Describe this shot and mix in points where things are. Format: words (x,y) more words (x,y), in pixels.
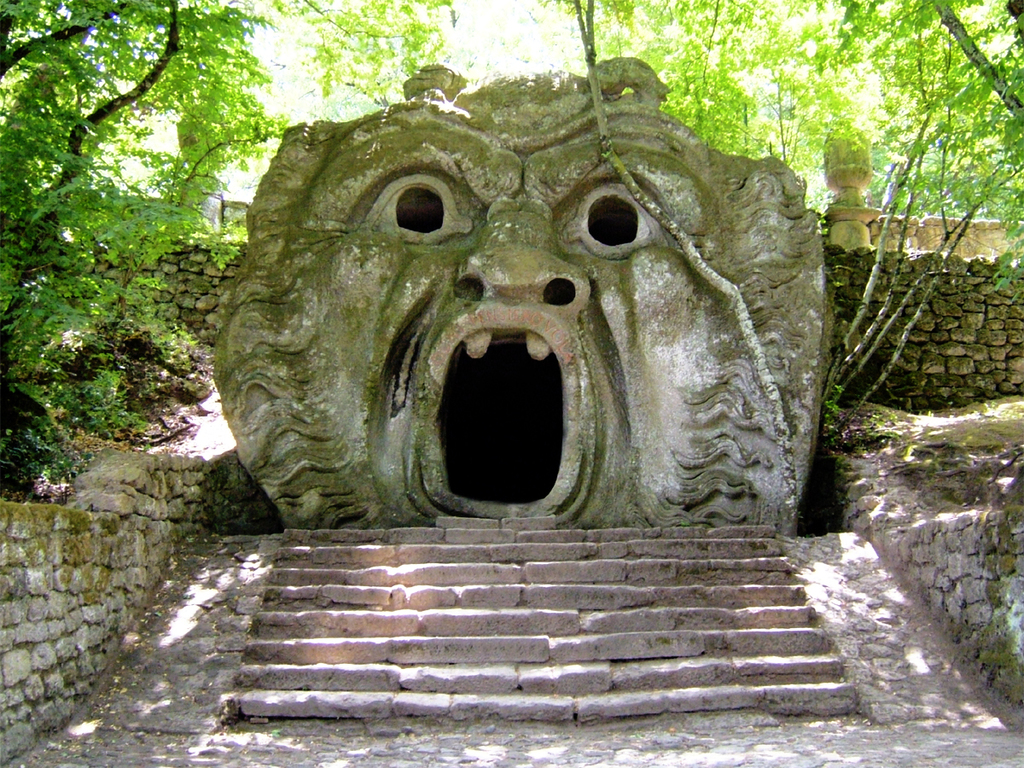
In this image we can see stairs (574,568), sculpture (656,423) and wall (939,513). In the background (1000,66), we can see trees (884,141).
